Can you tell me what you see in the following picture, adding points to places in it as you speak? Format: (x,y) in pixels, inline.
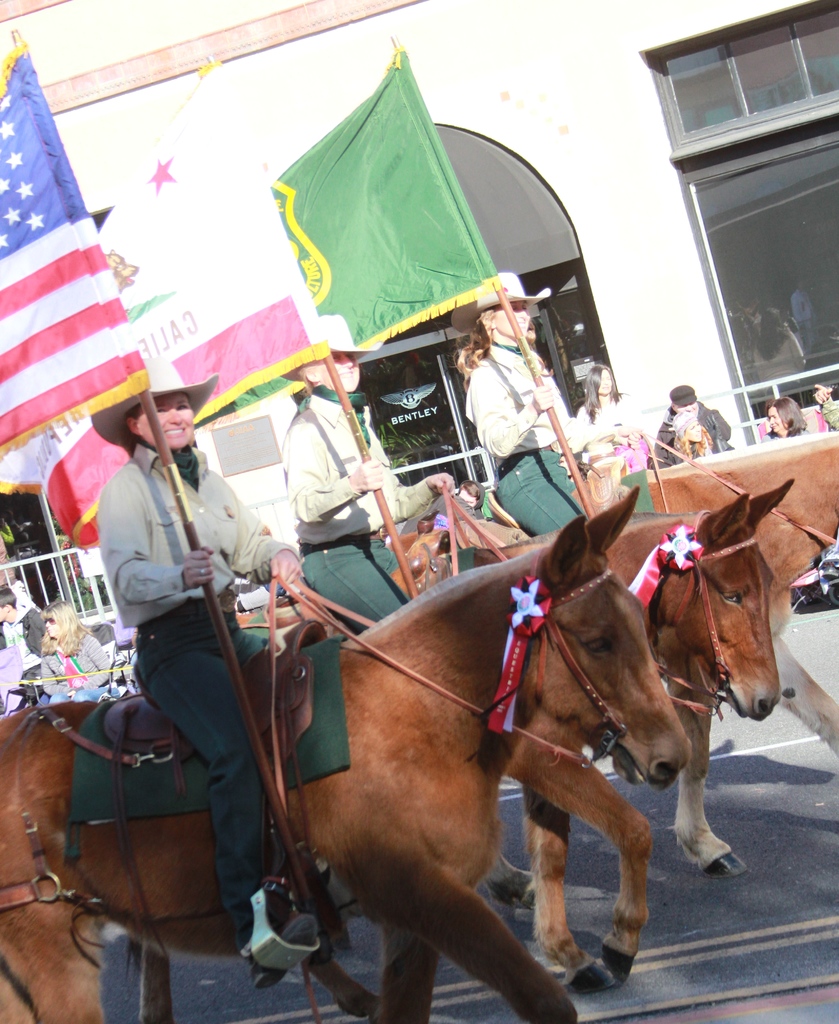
In the image there are three horses (600,790) on the road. On the horses (600,790) there are three ladies (393,517) sitting and they are holding the flag poles (231,665) with flags (437,226) in their hands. Behind them there are few people (20,601) and also there is a railing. In the background (156,13) there is a building (641,237) with glass doors (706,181) and windows (771,106).
